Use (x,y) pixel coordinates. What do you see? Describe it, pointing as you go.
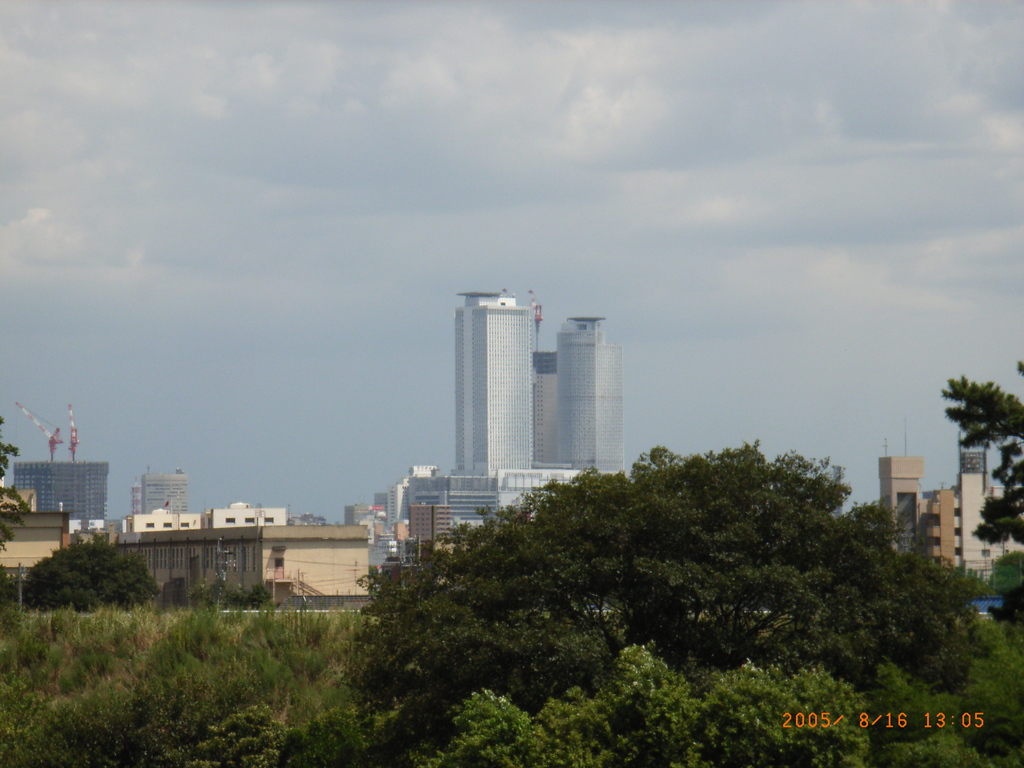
in this image there are some trees (548,708) at bottom of this image (573,708) and there are some buildings (510,502) in the background (435,516) and there is a cloudy sky (401,176) at top of this image (306,188). There are crane machines (41,430) at left side of this image (56,427).
